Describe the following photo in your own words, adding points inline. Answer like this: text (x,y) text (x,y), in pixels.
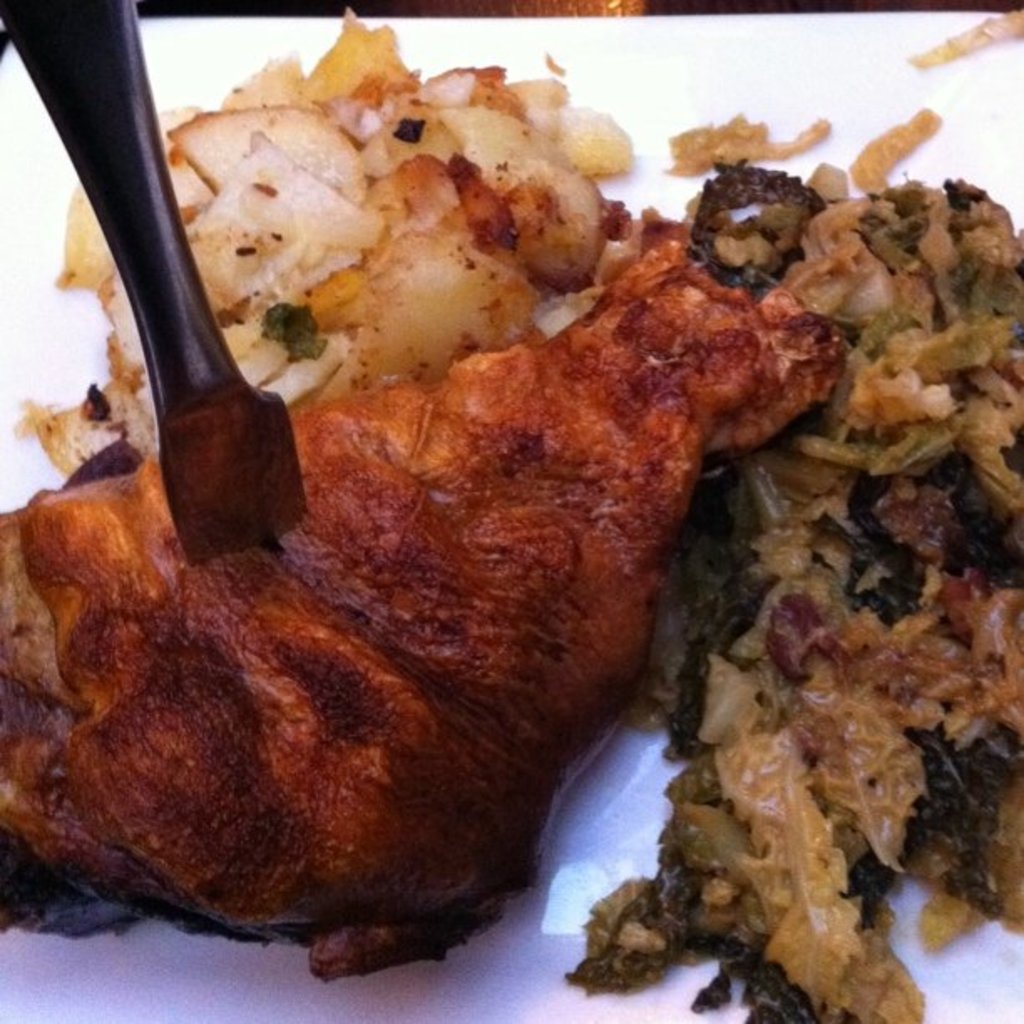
In the image we can see there are food items (430,366) kept in the plate (919,953).
